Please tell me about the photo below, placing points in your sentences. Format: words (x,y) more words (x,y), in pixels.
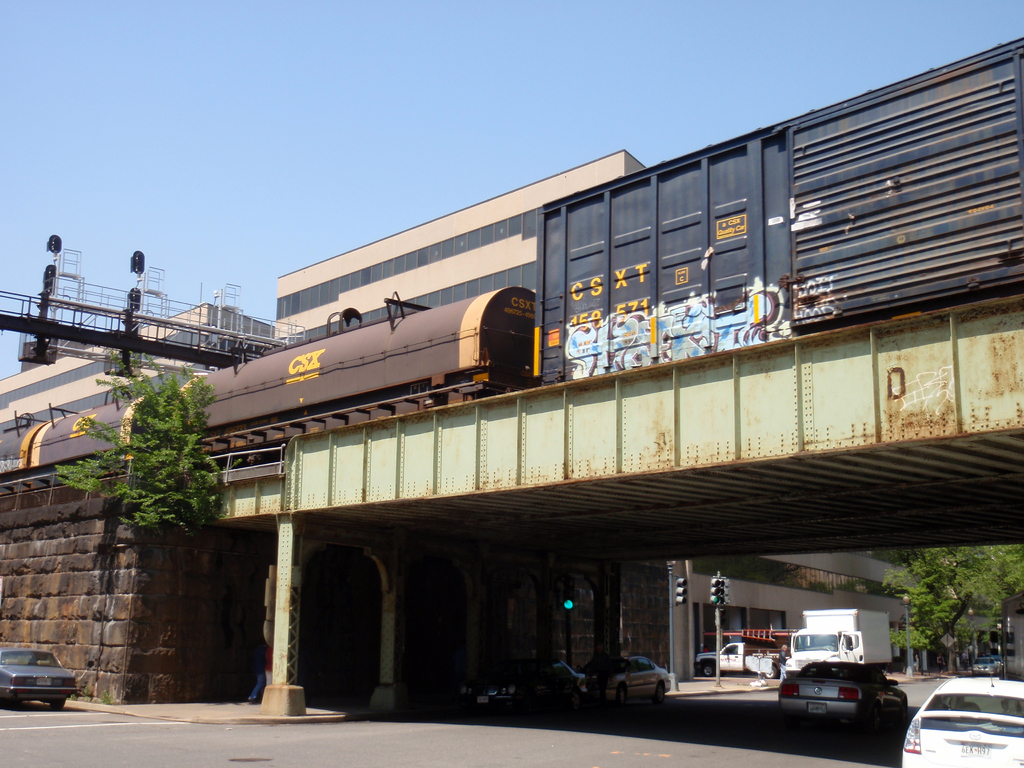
In this image there is a bridge (560,520) and we can see a train (284,411) on the bridge (553,533). At the bottom (844,672) there are vehicles (501,704) on the road (424,706). There are traffic poles (670,607) and we can see trees (972,581). In the background (86,408) there are buildings (364,276) and sky (254,231).
